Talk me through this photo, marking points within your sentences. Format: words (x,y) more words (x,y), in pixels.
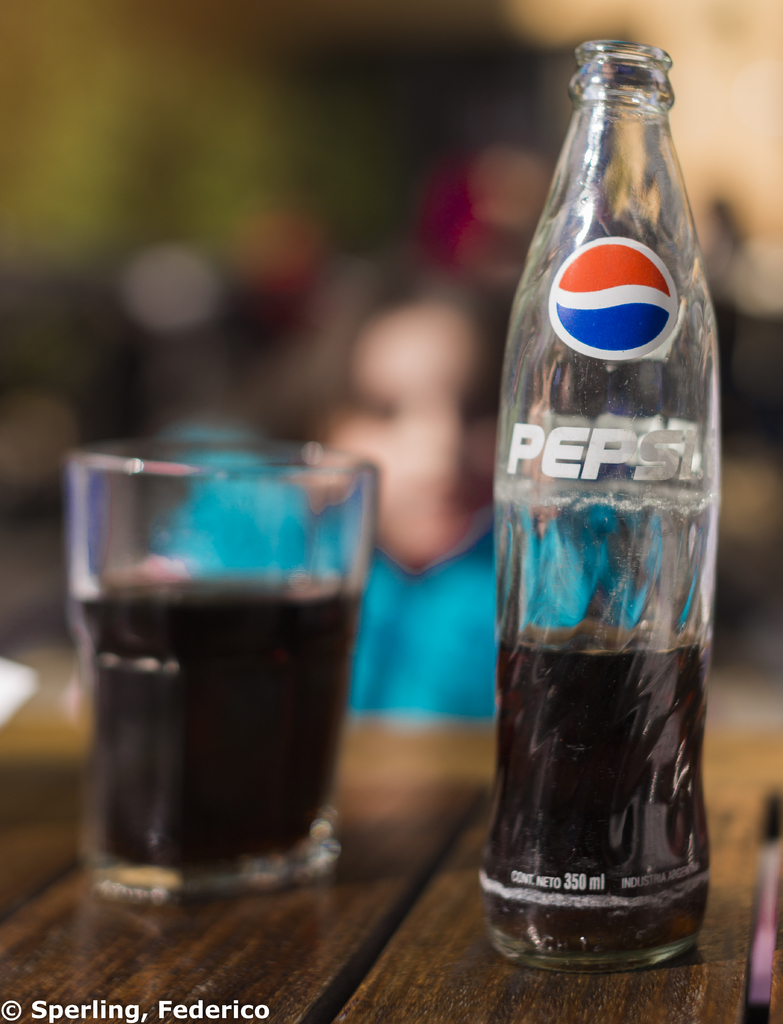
On this table (353,861) we can able to see a bottle (620,686) and glass (160,749) with liquid (278,695). Far at the background (386,337) a person (434,356) is in blue.
